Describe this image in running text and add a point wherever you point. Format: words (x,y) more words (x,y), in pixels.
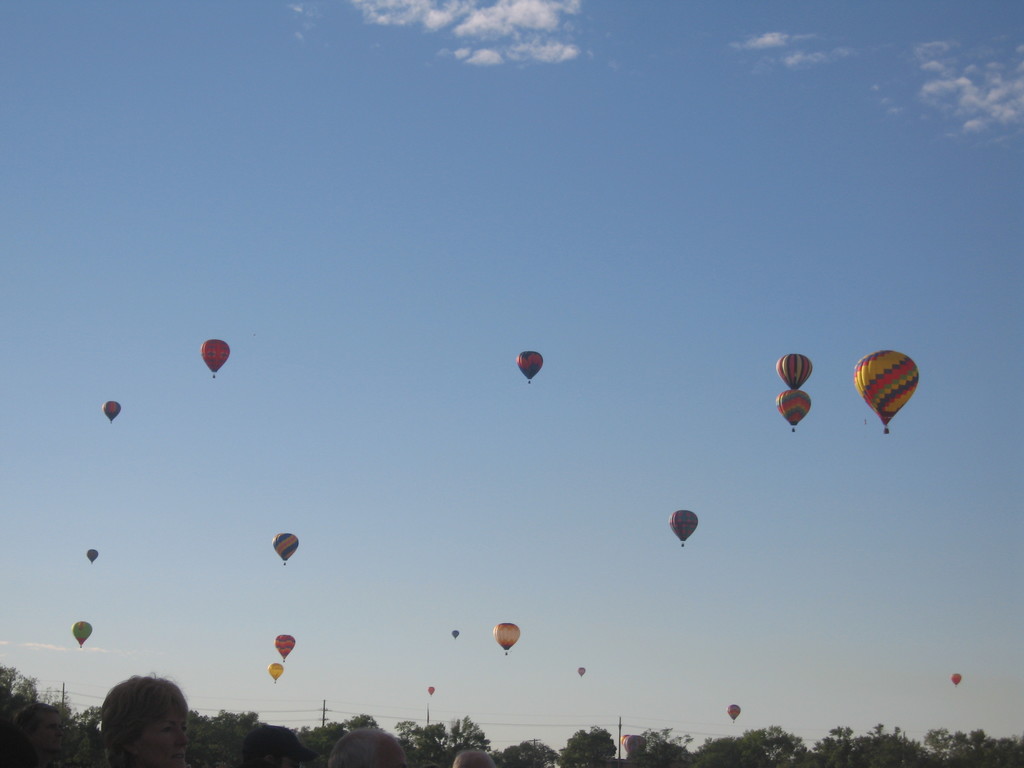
In this picture we can see a group of people (59,730), trees (194,723), poles (324,721), wires (478,722) and a group of hot air balloons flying in the sky (462,178).
